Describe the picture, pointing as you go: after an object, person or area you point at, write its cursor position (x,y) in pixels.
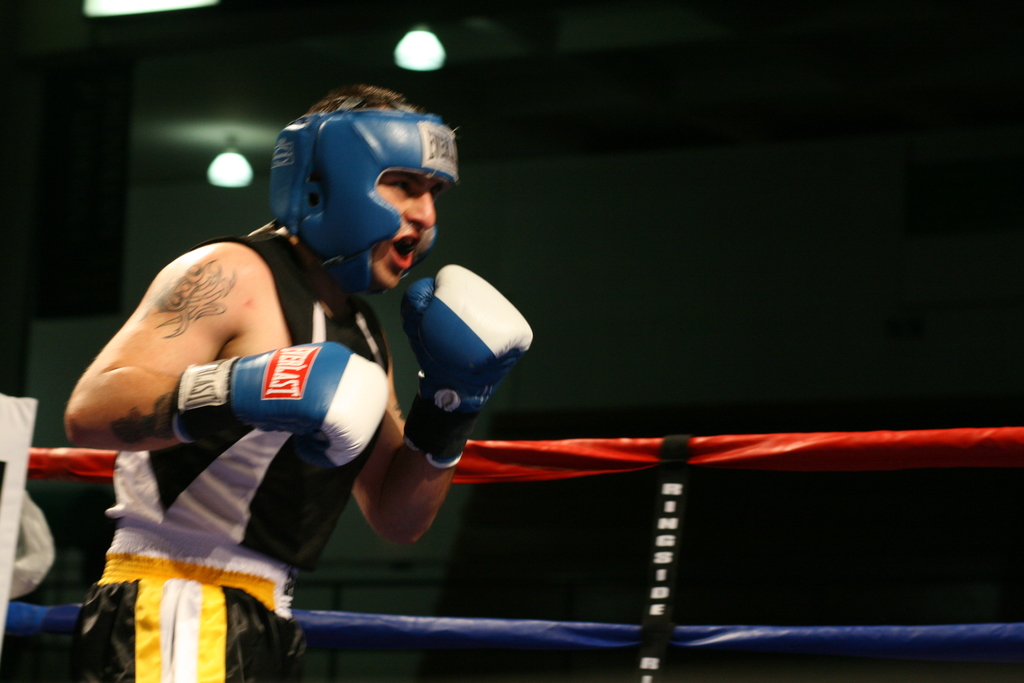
In this image we can see a person (294,393) wearing black color dress (343,324), blue color helmet (328,255), gloves (271,416) standing on the stage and at the background of the image (40,467) there is fencing (533,644), lights (244,179).
